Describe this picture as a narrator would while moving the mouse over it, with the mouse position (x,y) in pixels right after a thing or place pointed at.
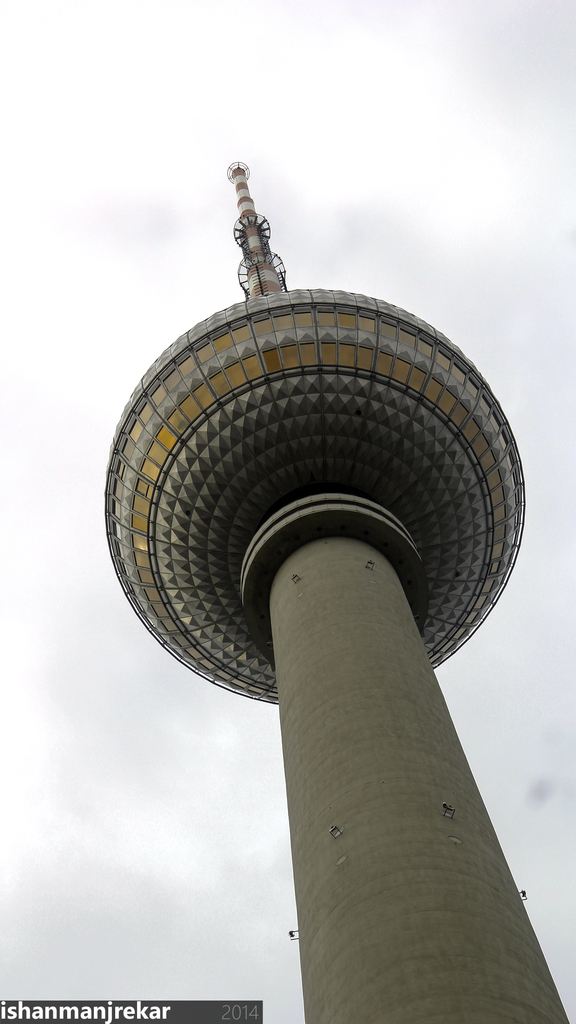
In this image there is a tower (246,310). The sky (39,600) is cloudy. At the bottom (40,1011) few texts (91,1003) are there.
